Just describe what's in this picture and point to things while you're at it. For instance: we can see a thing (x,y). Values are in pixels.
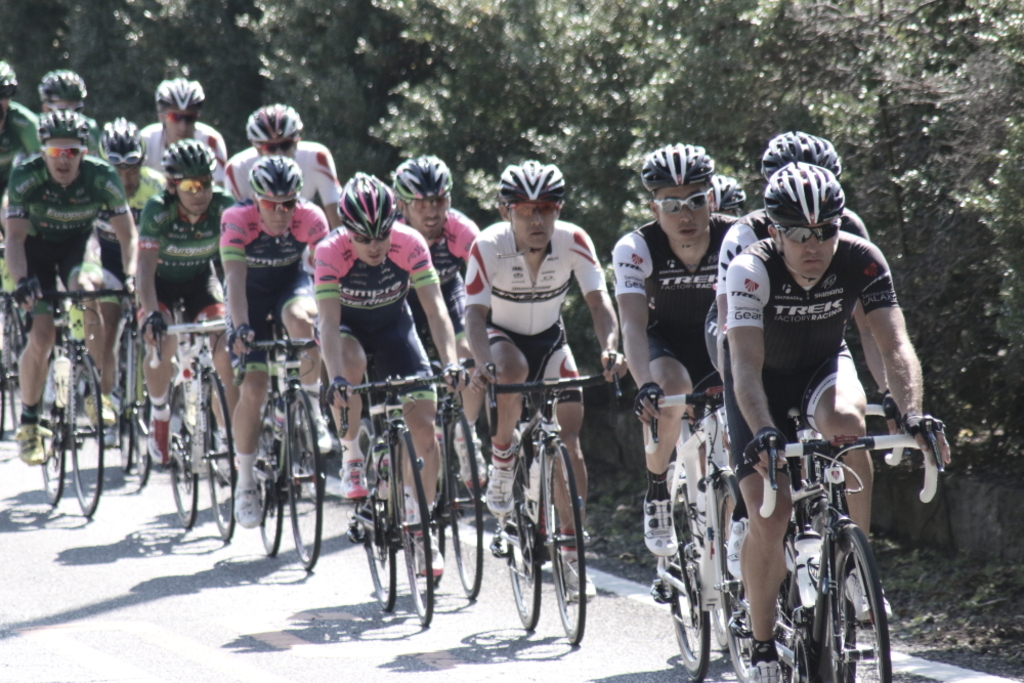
In this image there are people (251,188) cycling on the road (555,610). On the right side of the image (827,111) there are trees (640,41).
